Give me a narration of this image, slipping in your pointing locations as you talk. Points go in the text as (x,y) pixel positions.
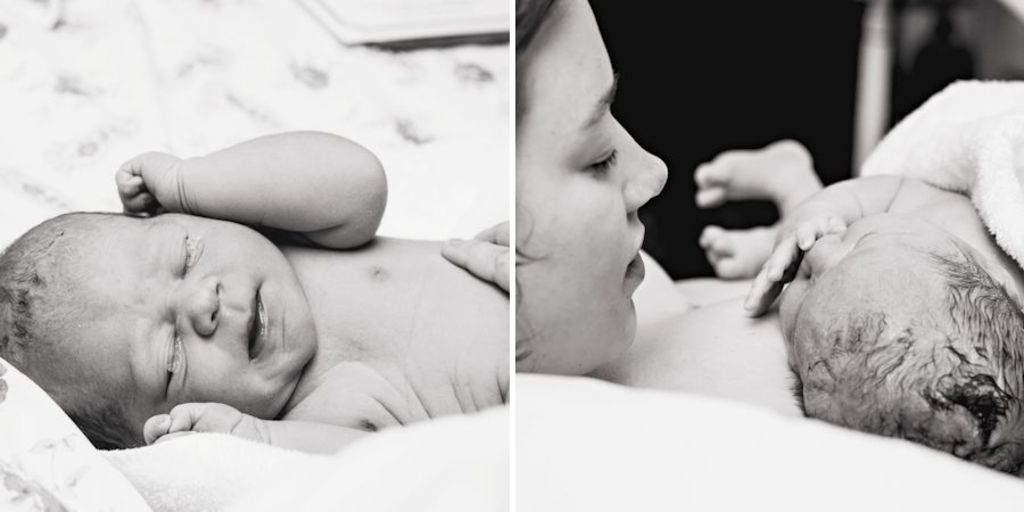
In this picture I can see collage of couple of pictures, in the first picture I can see a baby (273,362) and a human hand (499,250) and in the second picture I can see a woman (684,361) holding a baby (879,257).
